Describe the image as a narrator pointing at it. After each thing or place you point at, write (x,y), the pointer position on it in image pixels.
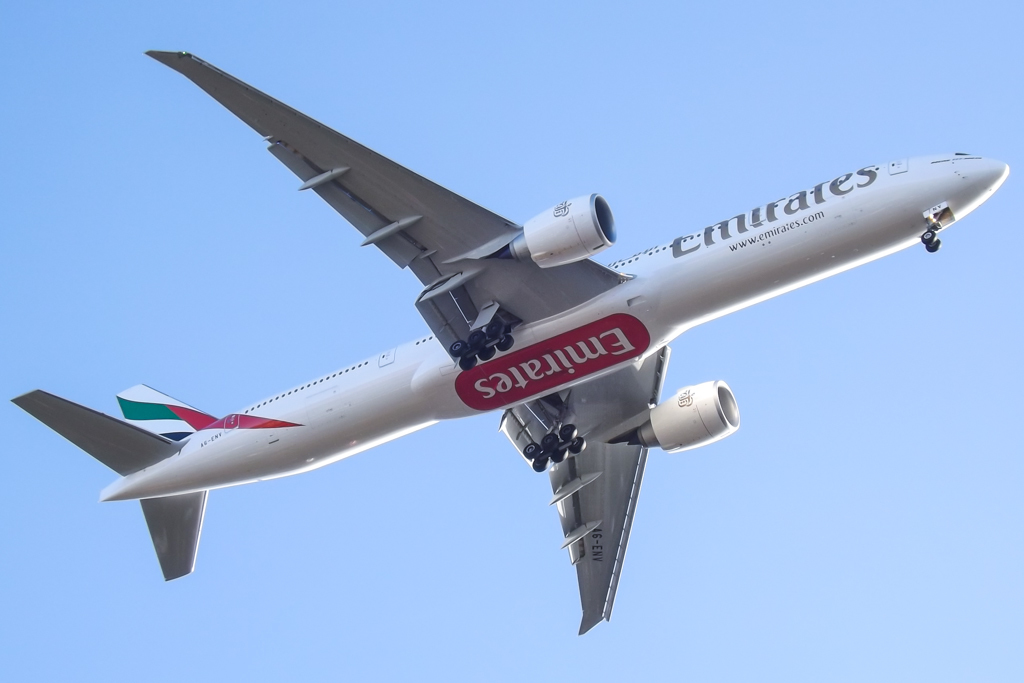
In this image, we can see an airplane (516,341) on blue background.
